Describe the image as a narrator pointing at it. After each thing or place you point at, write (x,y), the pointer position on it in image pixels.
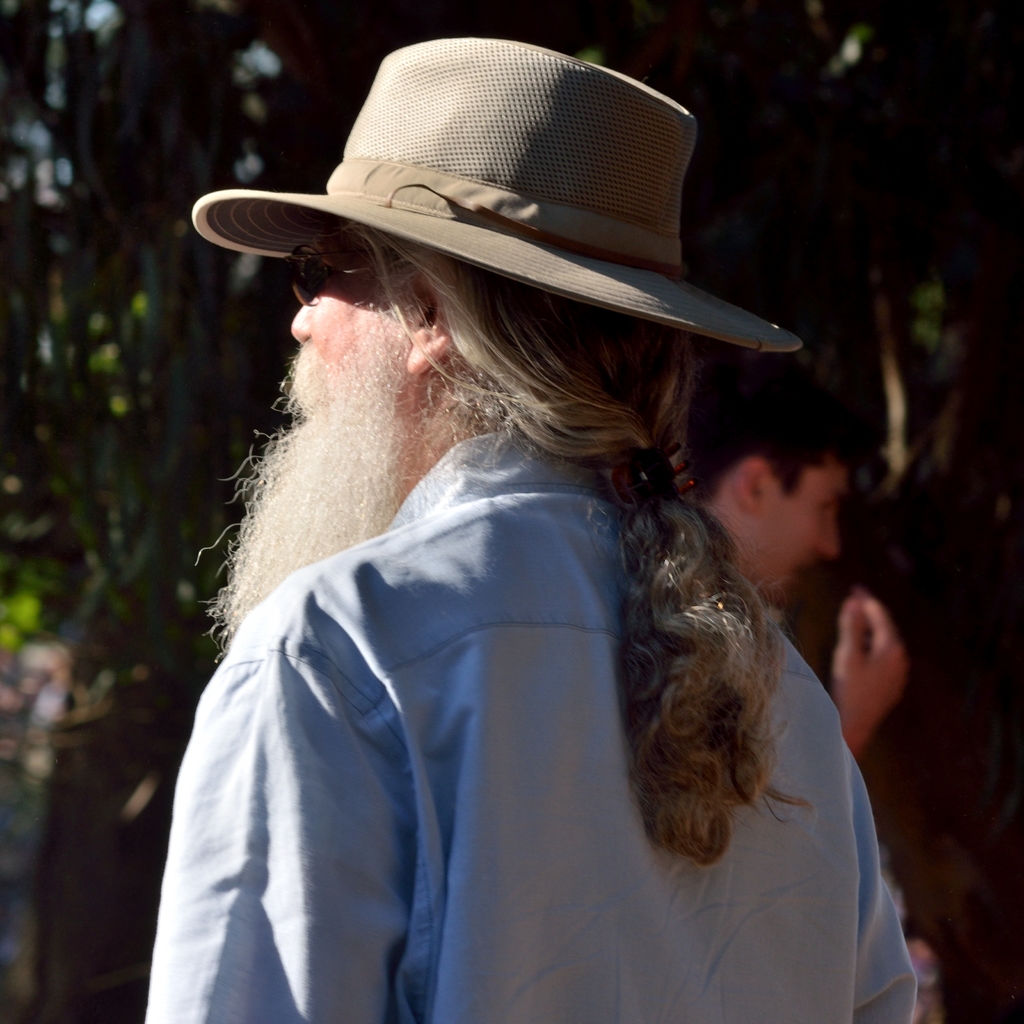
In this image we can see there are two persons (509,684) standing and blur background (918,13).
